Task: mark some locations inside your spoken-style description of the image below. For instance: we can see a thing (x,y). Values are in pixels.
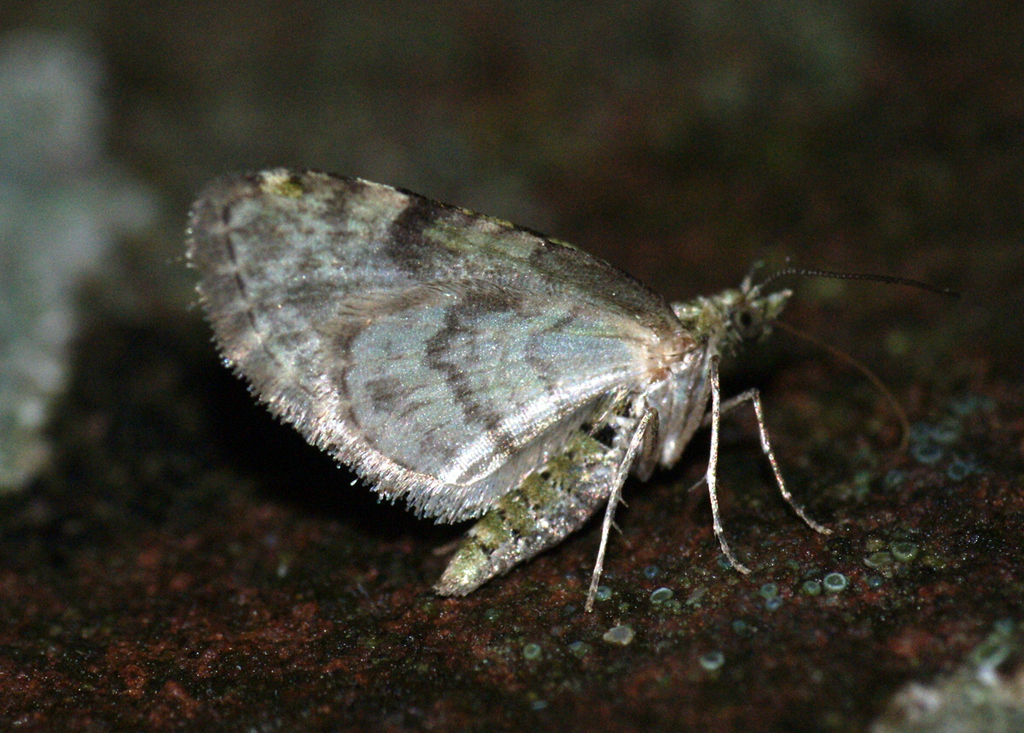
In this image we can see an insect (365,315) on a platform (685,538). In the background (488,191) the image is blur.
